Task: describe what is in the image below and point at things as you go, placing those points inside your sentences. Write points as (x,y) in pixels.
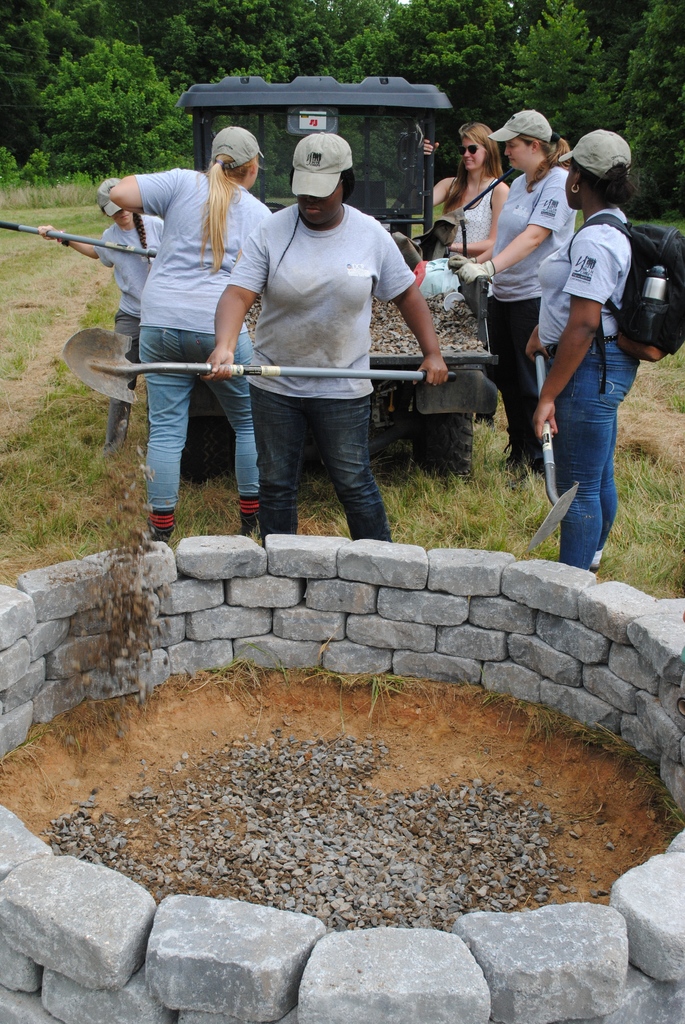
In this image in the foreground (574,565) there is a circular structure (622,709) made up of stones (90,923). In the background (253,379) few people (237,312) are standing they are wearing white t-shirt (372,256) and cap (604,145). few of them are holding shovel (129,400). They are putting gravel (265,826) here. In a truck (386,191) there is gravel (394,333). In the background (251,53) there are trees (347,48).
